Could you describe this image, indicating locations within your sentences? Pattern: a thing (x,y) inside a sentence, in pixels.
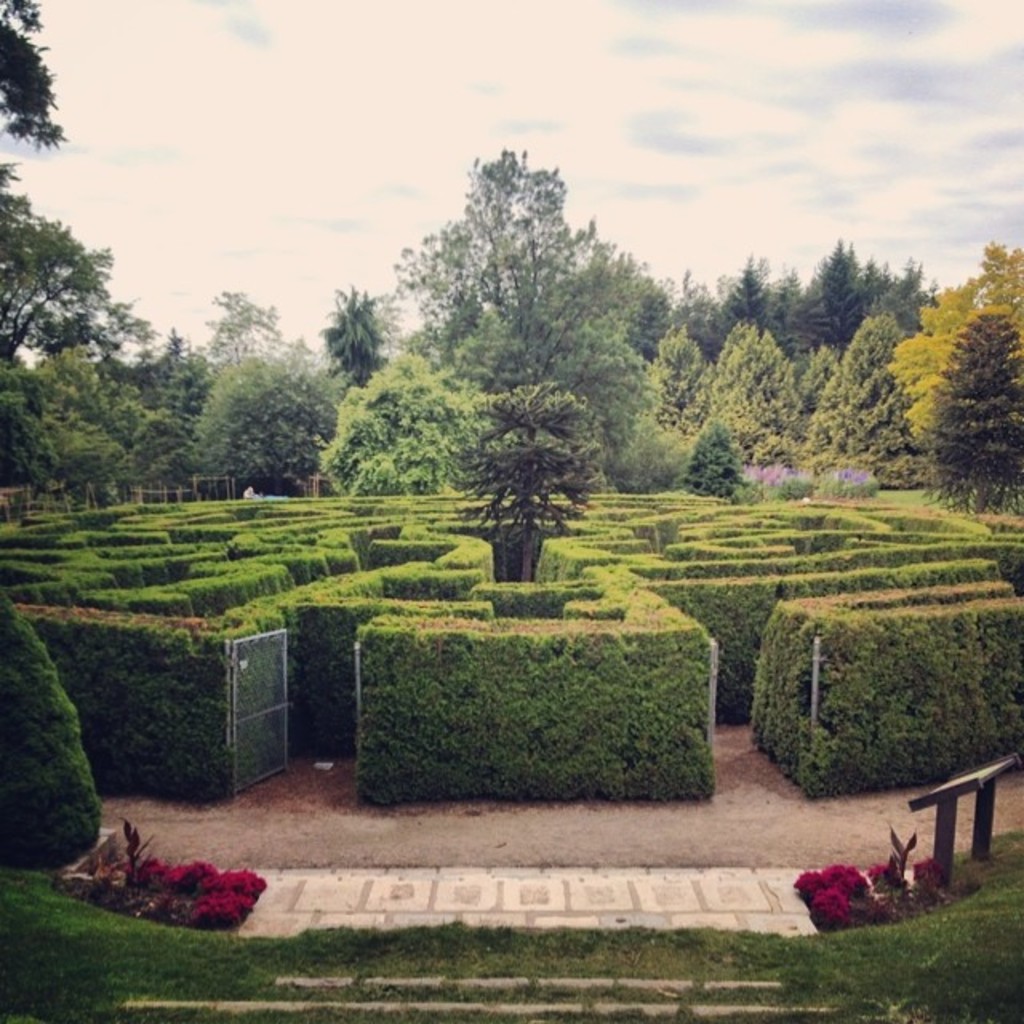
In this image I can see in the middle (343,624) there are bushes (697,743), it looks like there are flower plants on either side of this image. In the background (419,442) there are trees (561,442), at the top (523,80) it is the cloudy sky (598,126).
